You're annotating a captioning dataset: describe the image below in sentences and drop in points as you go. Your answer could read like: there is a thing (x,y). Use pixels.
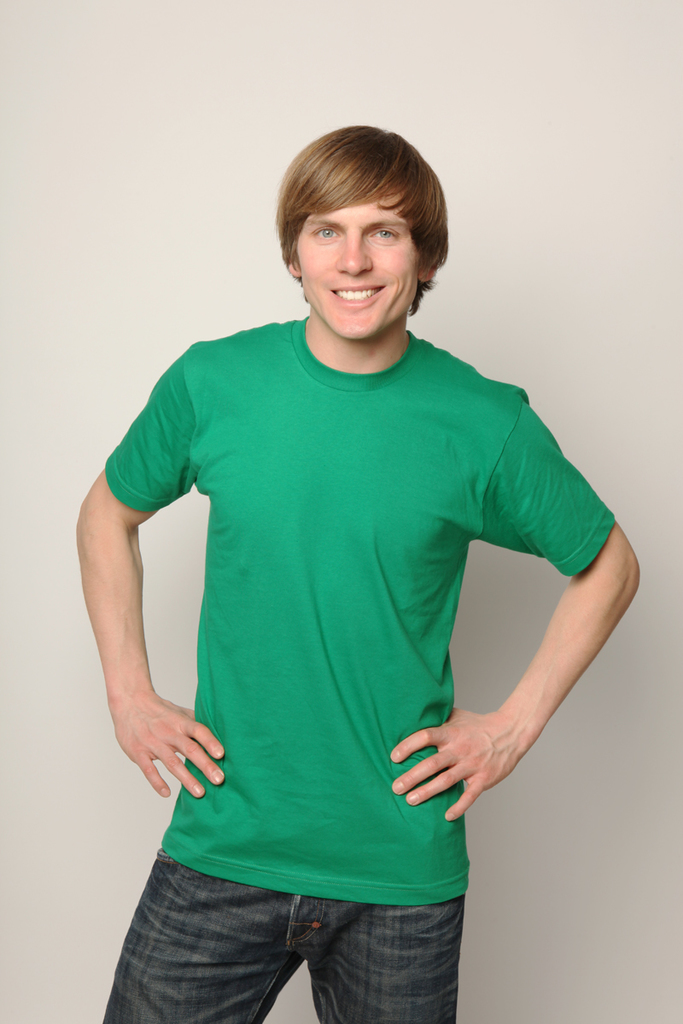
In the center of the image (402,594), we can see a person (183,735) standing and smiling and in the background (388,94), there is a wall (462,198).
